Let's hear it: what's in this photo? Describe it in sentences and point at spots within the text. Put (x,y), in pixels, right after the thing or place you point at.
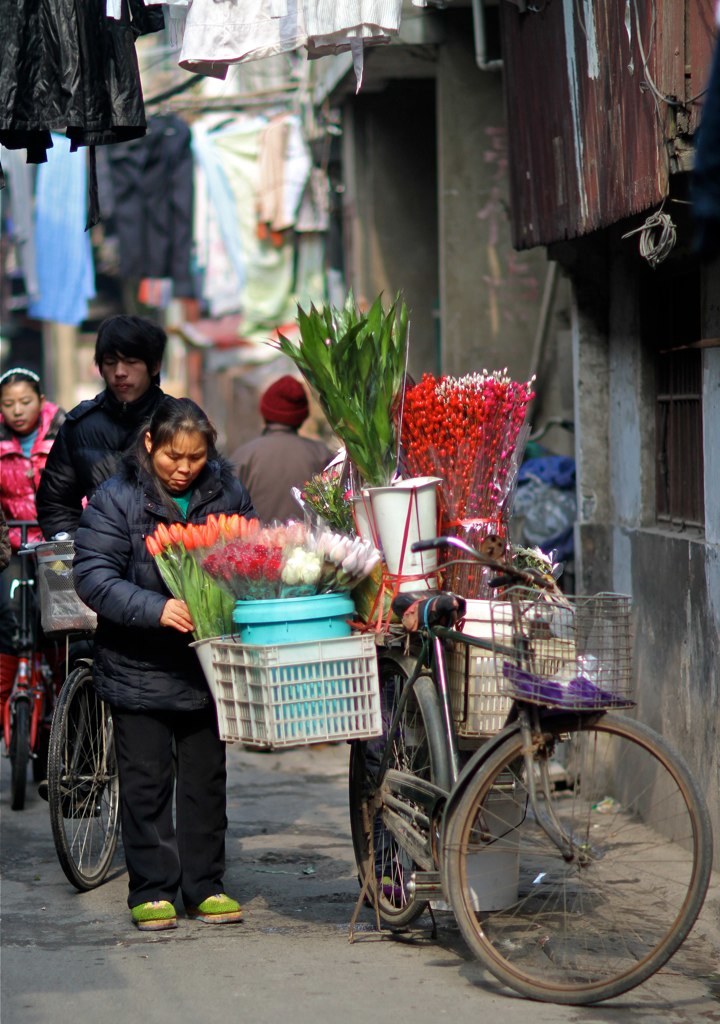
In this picture we can see woman (190,775) standing at bicycle (426,725) with basket (270,688), bucket (248,614), flower bouquets (232,569) on it and in the background (117,424) we can see man (78,413) riding bicycle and also woman (37,430) and some person (262,409) standing, clothes (203,199), wall (380,197).
